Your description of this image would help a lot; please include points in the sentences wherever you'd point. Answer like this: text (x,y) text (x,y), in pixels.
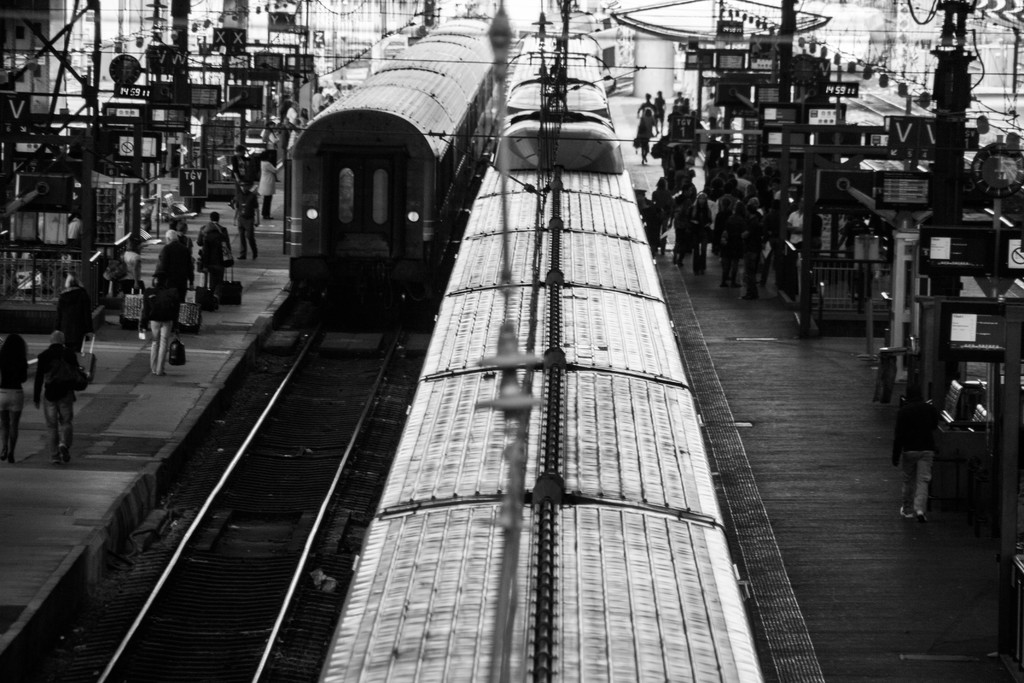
In this image there are trains (601,394) on the tracks (312,643) beside them there are so many people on the platform (751,574).
